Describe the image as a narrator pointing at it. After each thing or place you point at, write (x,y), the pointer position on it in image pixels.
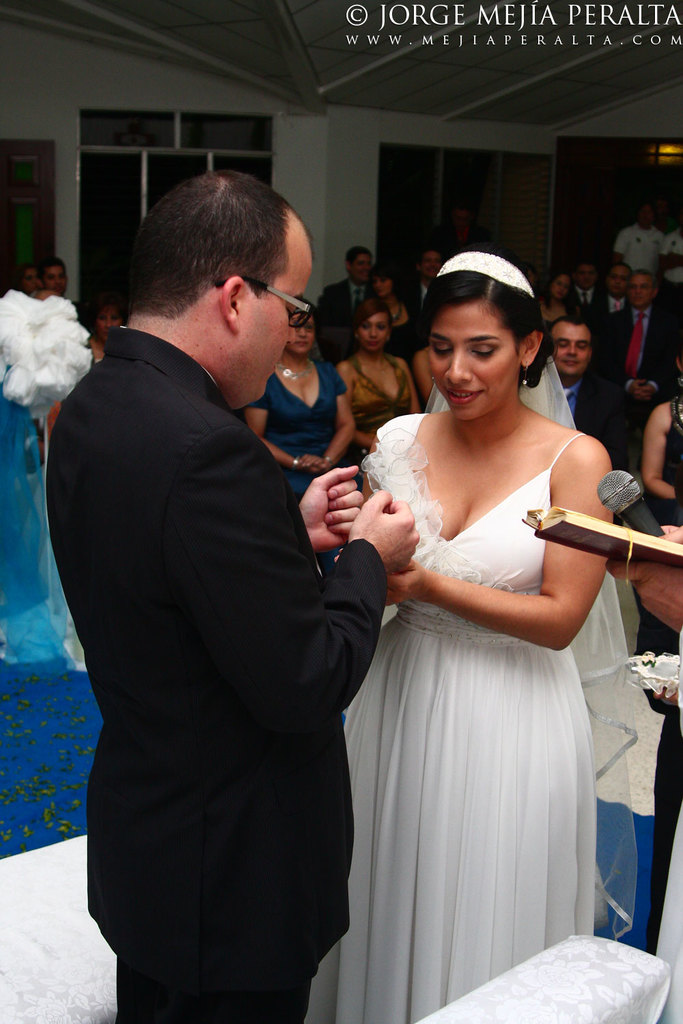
In the center of the image (423,601), we can see people (323,684) and on the right (616,551), there is a person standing and holding a mic (606,501) and a book (593,523). In the background (38,271), there are some other people (471,236) and we can see a lights (662,153), windows (191,146) and some text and some other things (45,454).
